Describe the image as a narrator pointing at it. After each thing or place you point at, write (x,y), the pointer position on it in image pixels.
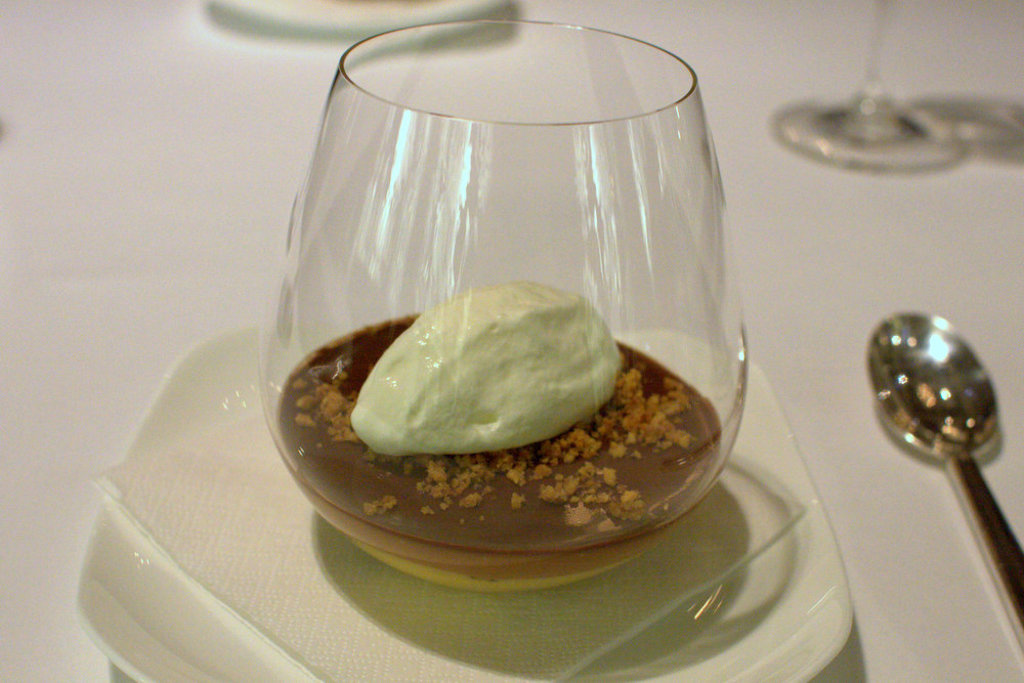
There is a white surface (55,367). On that there is a plate (413,605) and a spoon (927,452). On the plate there is a glass (462,392) with food item (464,417).
